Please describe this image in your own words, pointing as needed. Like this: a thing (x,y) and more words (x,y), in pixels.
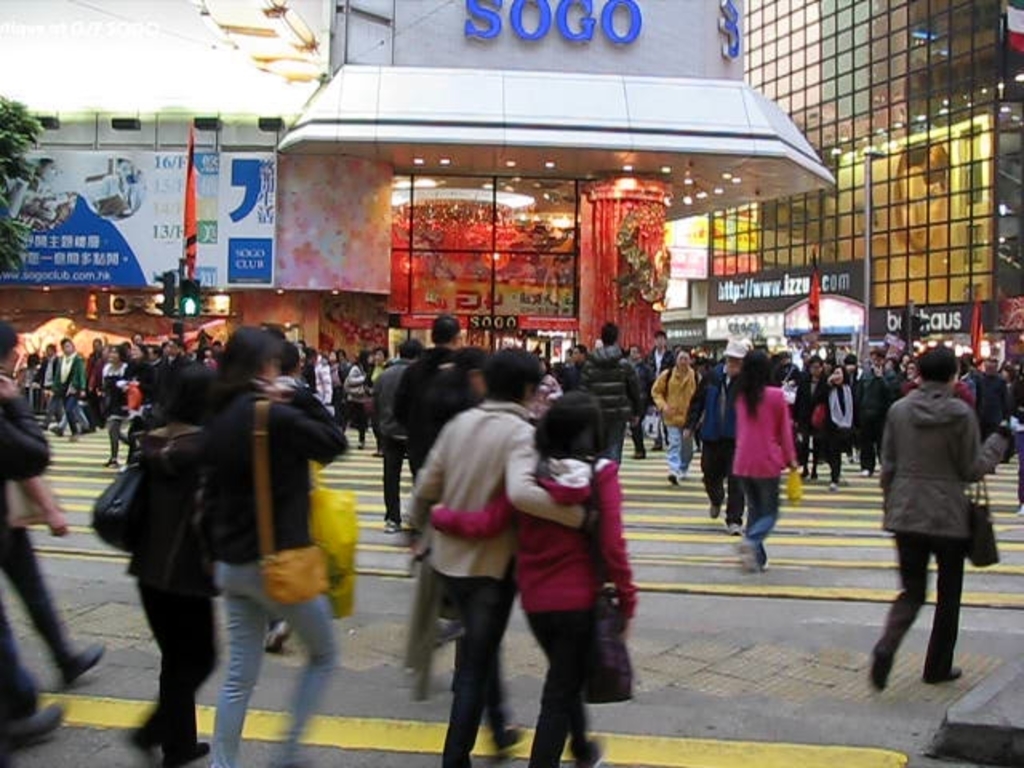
In this image I can see group of people (840,440) walking. In front the person (572,580) is wearing pink and black color dress (569,623), background (49,186) I can see few boards (755,309) attached to the buildings (322,309) and I can also see the glass building (880,212) and few light poles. In front the building (518,75) is in white color.
